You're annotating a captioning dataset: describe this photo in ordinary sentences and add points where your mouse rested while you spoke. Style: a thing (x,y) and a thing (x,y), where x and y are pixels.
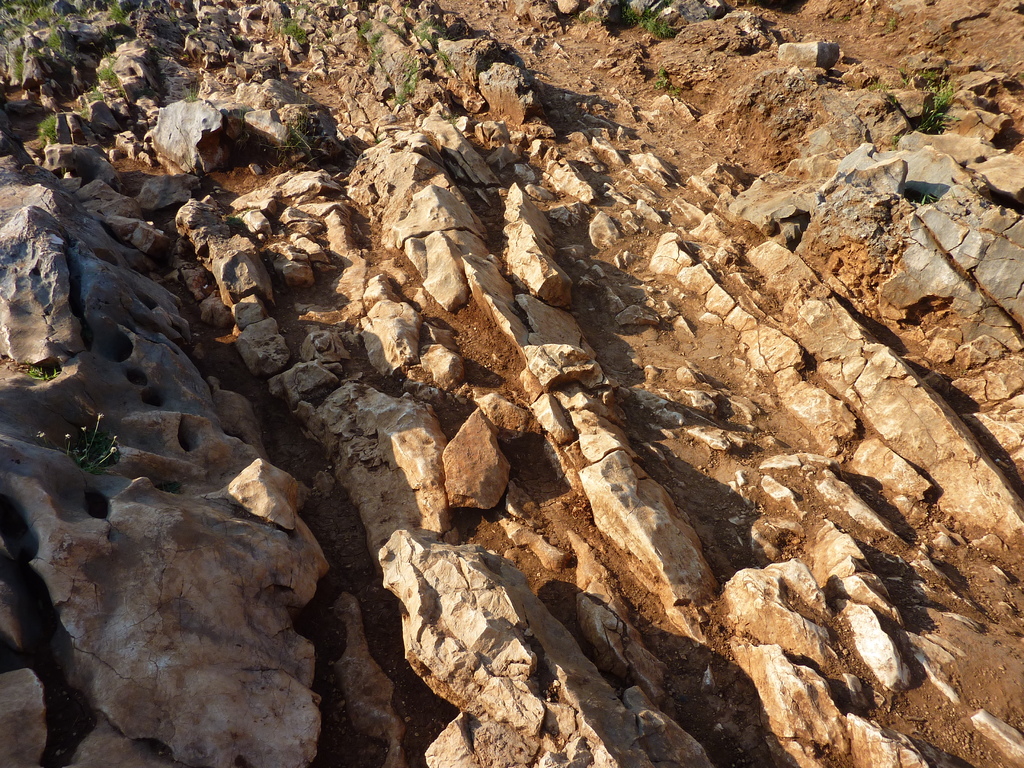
In this image we can see rocks (449,268), sand (728,463) and plants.
